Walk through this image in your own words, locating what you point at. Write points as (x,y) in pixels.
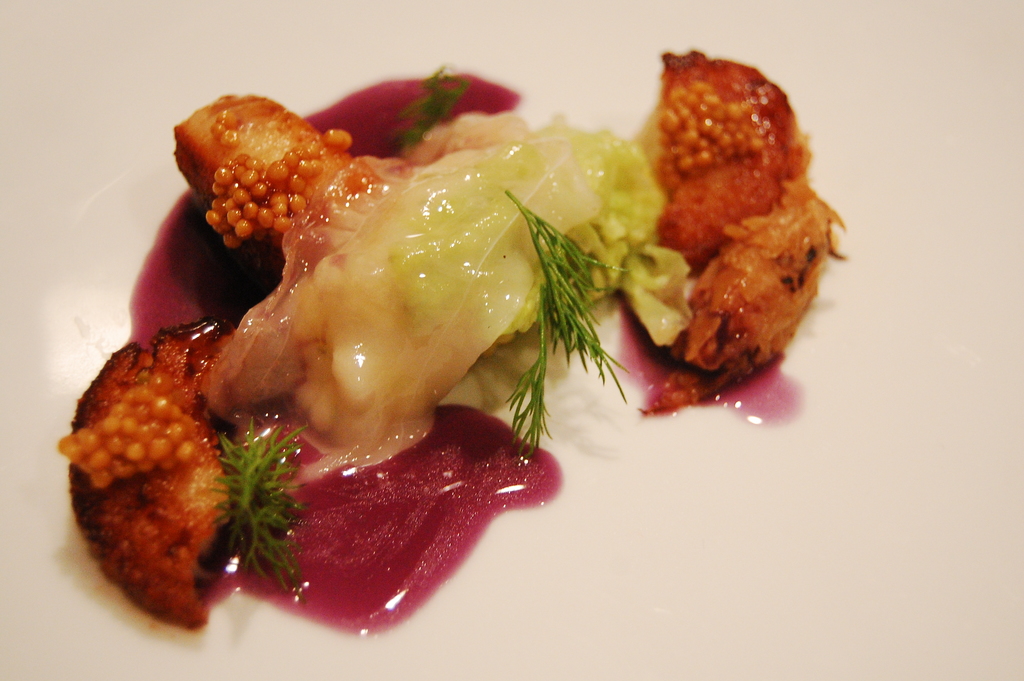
In this picture we can see food (486,135) on the surface (871,63).
